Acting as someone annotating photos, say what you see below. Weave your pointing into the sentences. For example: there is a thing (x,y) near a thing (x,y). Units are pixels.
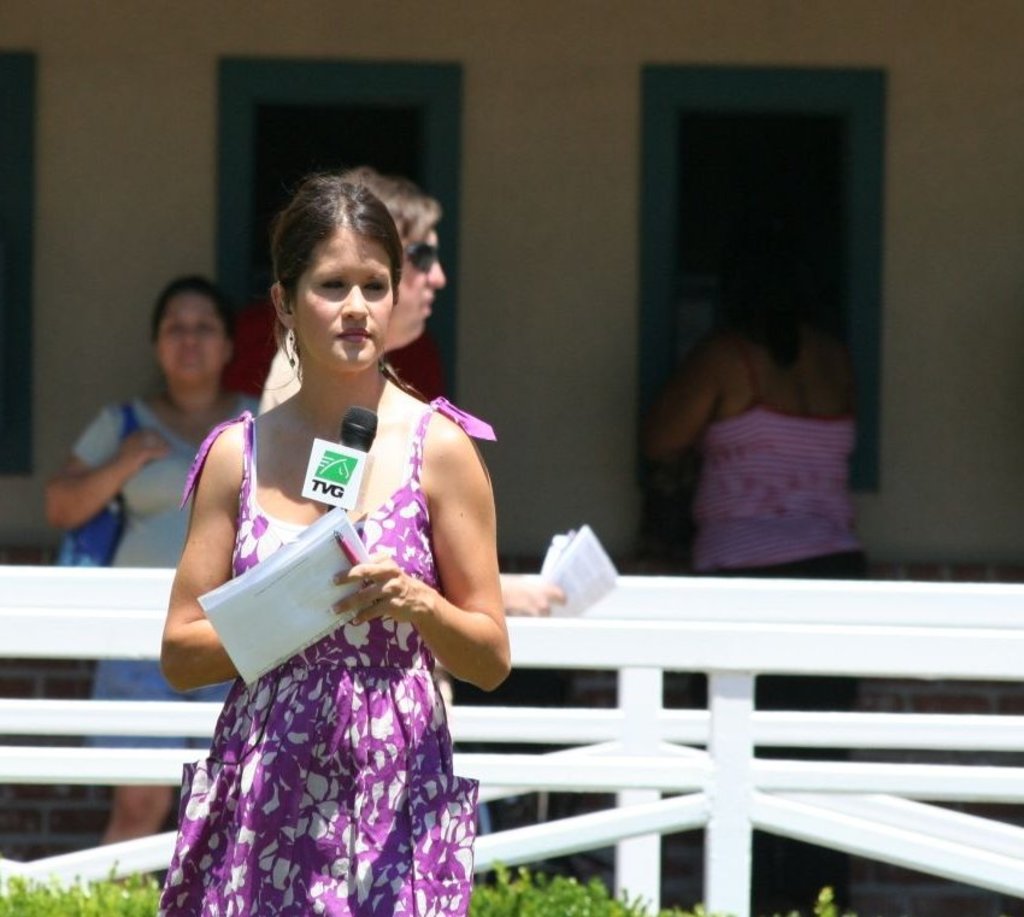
In this picture I can see a person (431,506) standing and holding papers (323,530), pen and a mike (349,468), there are few people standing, there is fence (20,603), and in the background (513,428) there is a wall (976,307) with windows (339,67).
